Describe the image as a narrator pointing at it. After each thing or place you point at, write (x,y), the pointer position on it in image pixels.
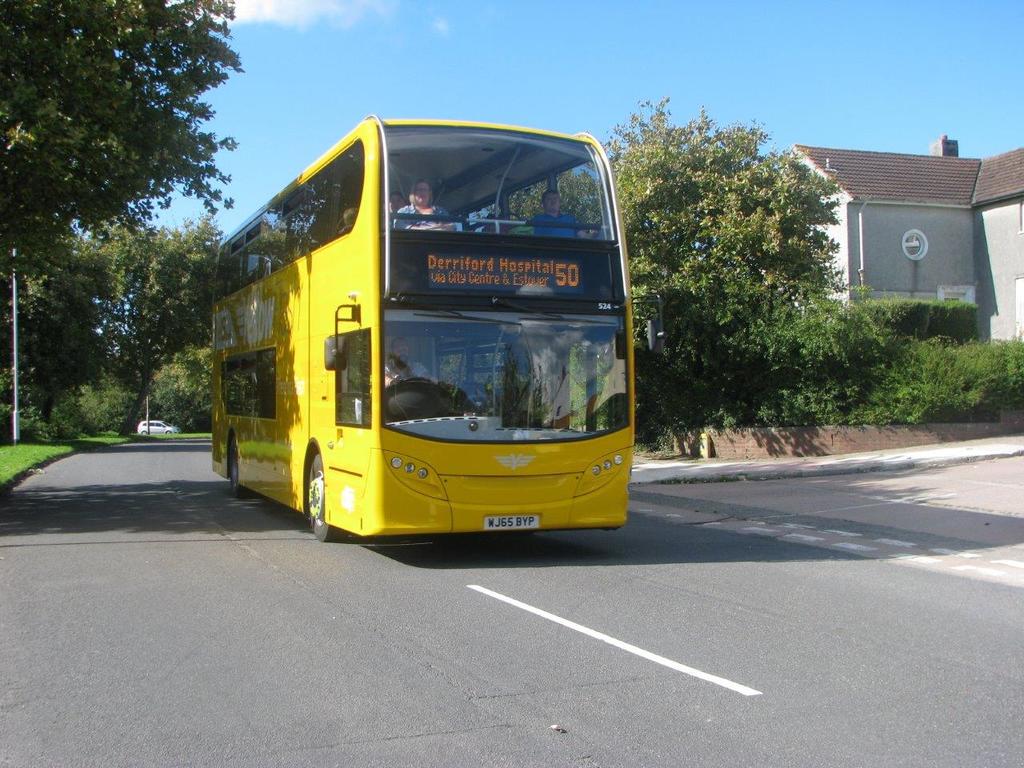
In this image I can see the road (267,617). On the road (234,621) there are two vehicle (166,427) which are in white and yellow color. I can see few people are sitting on one of the vehicle (447,436). To the side of the road (130,444) there are trees (745,260) and house (896,235). In the back (445,89) I can see the blue sky (409,100).
